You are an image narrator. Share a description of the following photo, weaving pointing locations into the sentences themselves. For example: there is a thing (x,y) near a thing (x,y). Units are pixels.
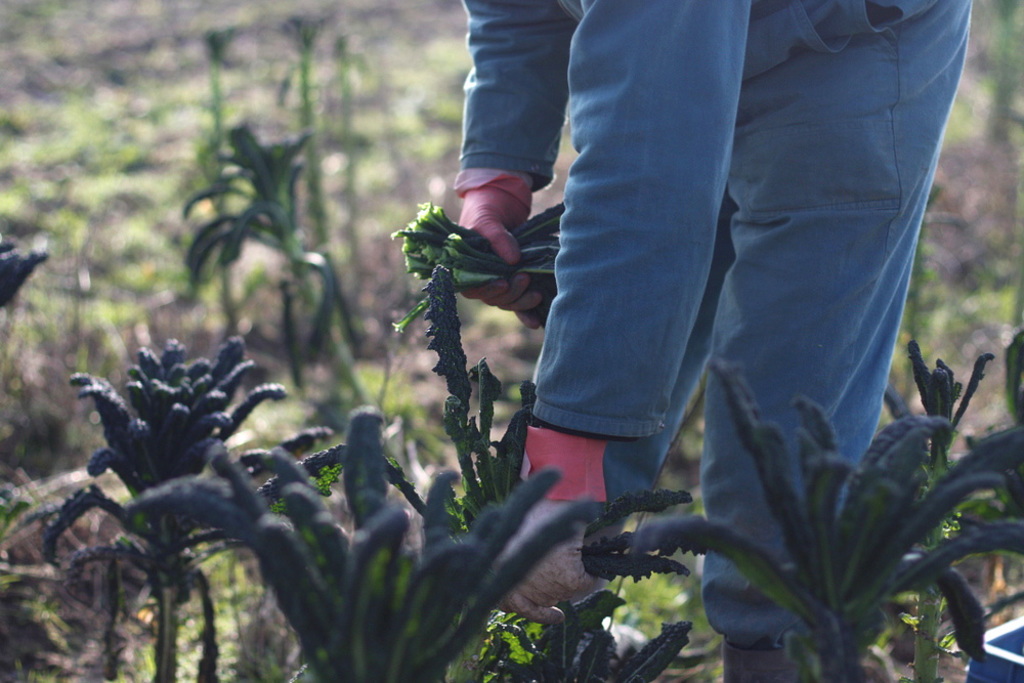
In this image person (513,254) is picking the leaves (465,280) of the plants (257,537).
